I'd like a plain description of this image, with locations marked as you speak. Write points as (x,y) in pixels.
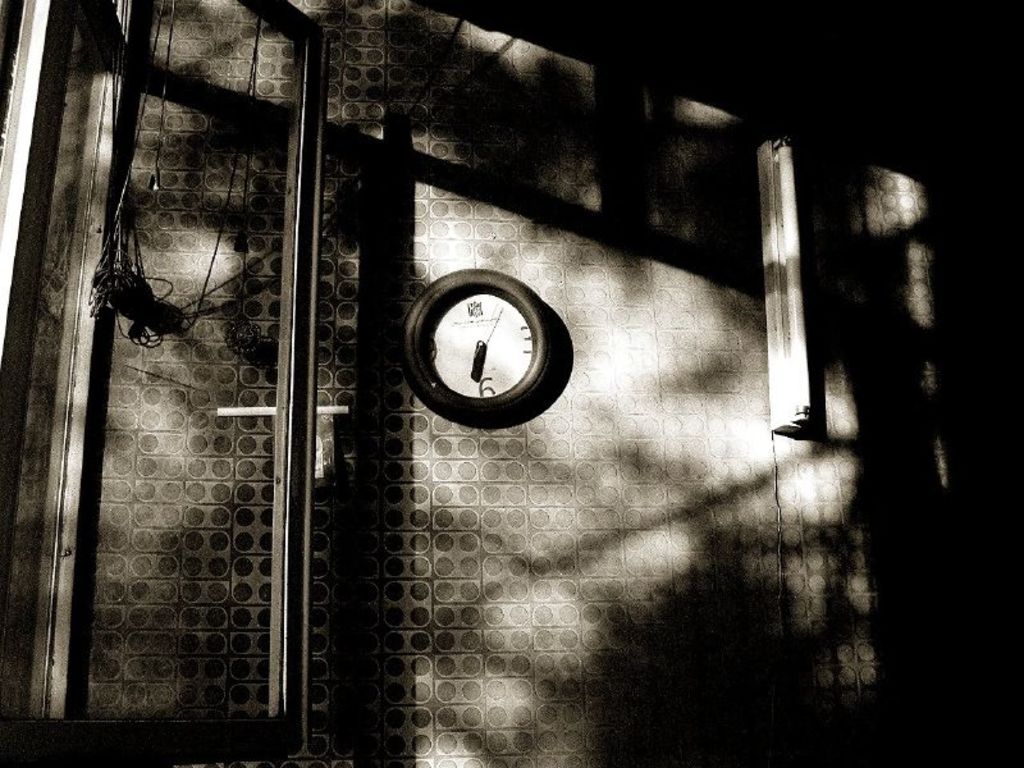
This is a black and white image. In this image we can see a wall (664,507). On the wall (742,362) there is a tube light (775,225) and a clock (473,346). Near to the wall (324,302) there is a stand (291,367). Also there are wires (128,245).
